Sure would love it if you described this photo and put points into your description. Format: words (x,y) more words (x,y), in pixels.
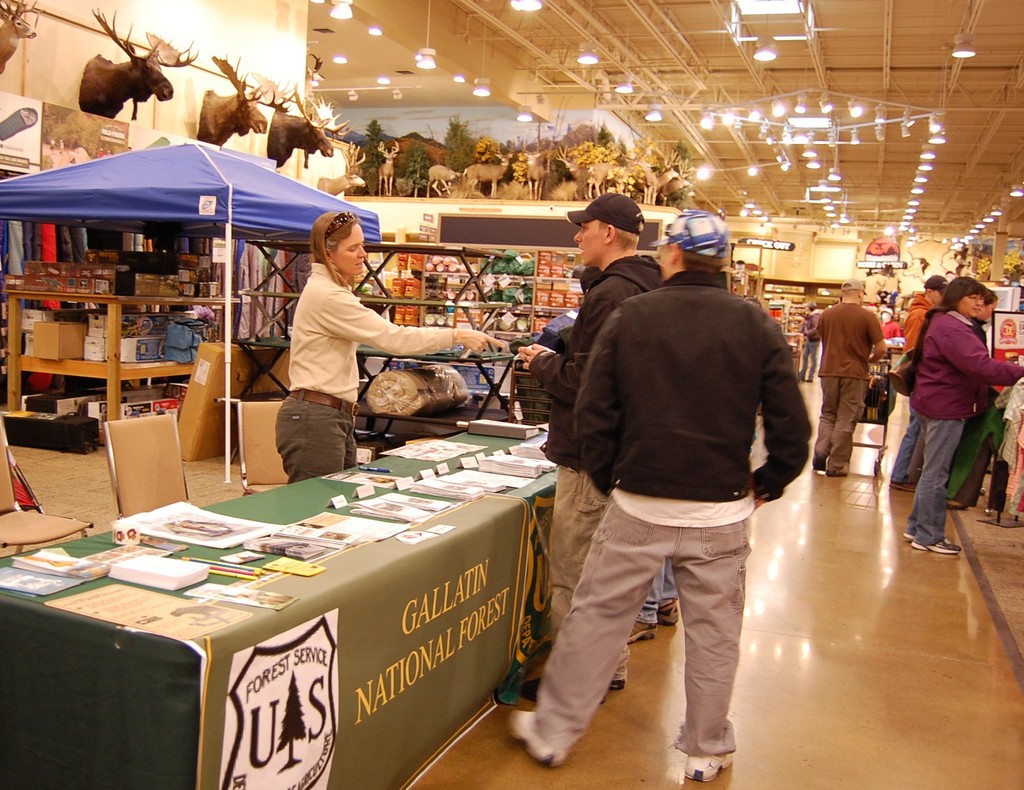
It is shopping mall (350,152) and we can find the table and some chairs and woman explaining about the product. They are some people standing and listening to the woman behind to them there is one man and woman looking the products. From the ceiling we can find lights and some decorative items (267,84).
